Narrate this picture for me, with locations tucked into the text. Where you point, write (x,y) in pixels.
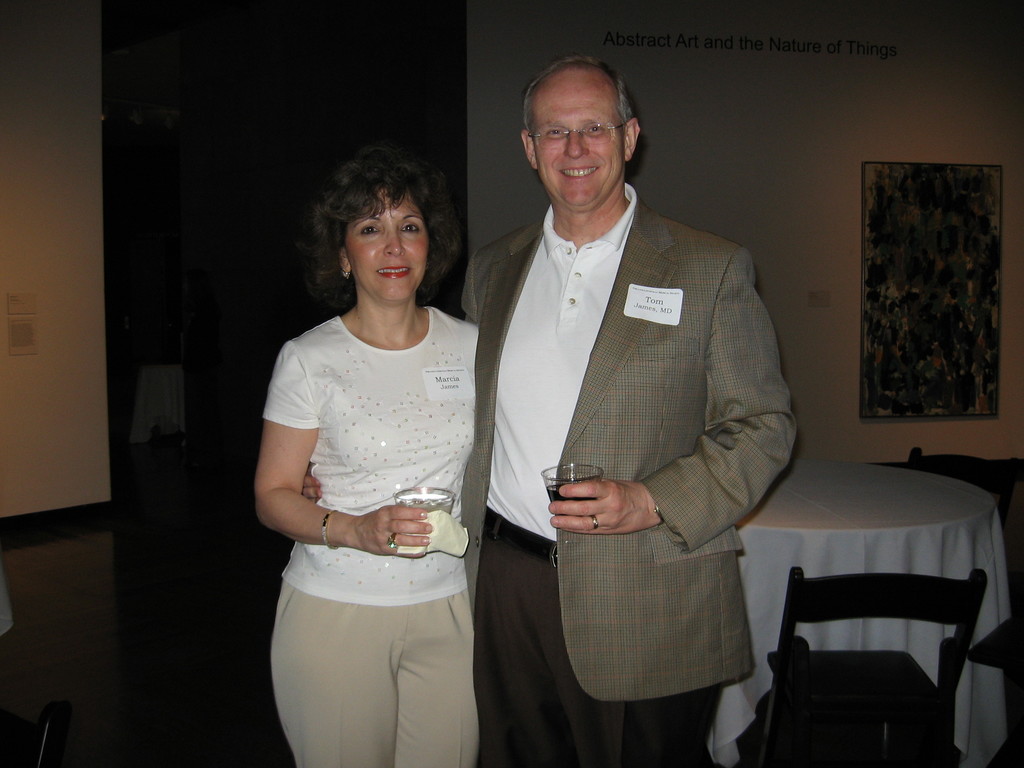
This picture shows two people (713,569) a man (468,287) and a woman (300,741) holding glasses (557,507) in their hands (611,491) and we see a photo frame (877,283) on the wall (887,430) and we see a table (868,542) and a couple of chairs (903,581).
